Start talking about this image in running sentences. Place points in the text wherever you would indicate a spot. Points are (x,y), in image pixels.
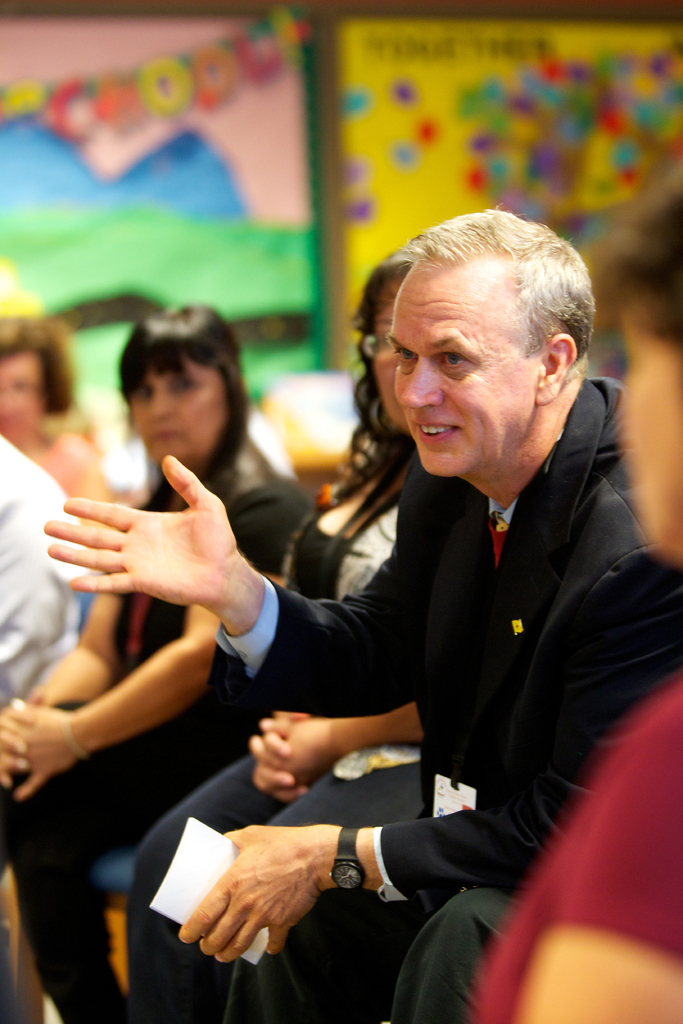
In this picture we can see there is a group of people (162,503) sitting. A man (513,687) in the black blazer (510,663) is holding an object (186,853) and he is explaining something. Behind the people (240,466) there are some blurred objects (318,135).
